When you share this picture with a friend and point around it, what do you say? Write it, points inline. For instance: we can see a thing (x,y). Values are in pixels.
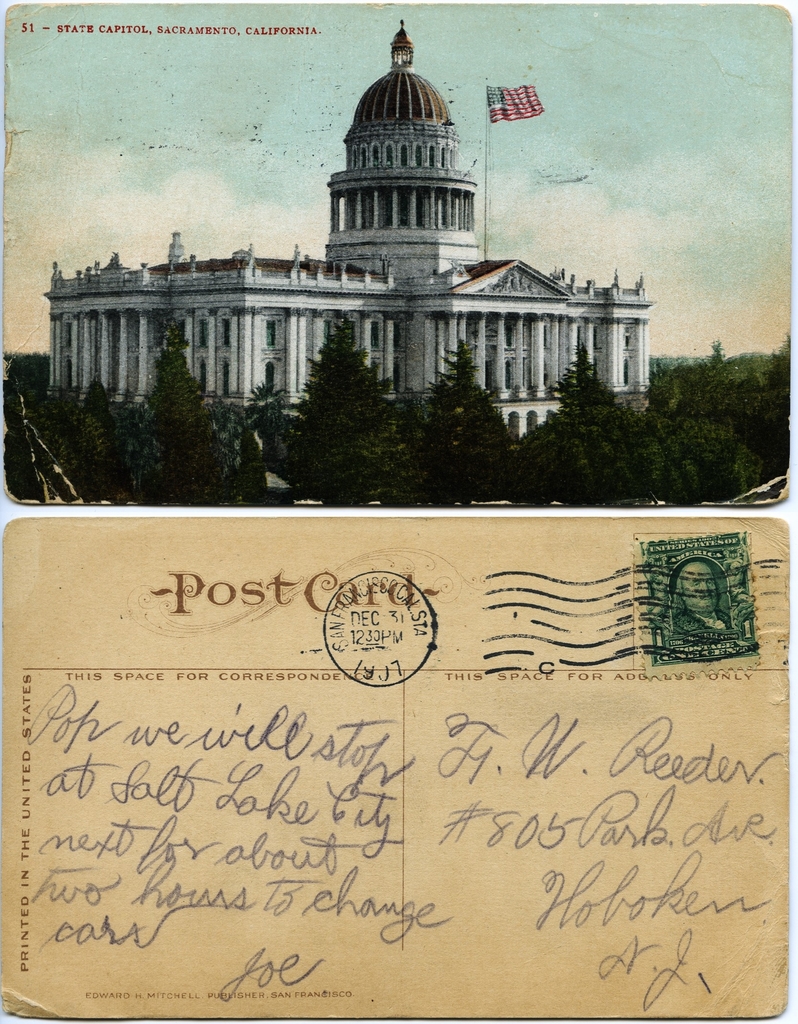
This is a collage picture, at the top of the image (416,276) we can see a building (293,282), trees (331,406), flag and the sky (606,203) and at the bottom of the image (402,751) we can see a postcard (386,713) with stamp (716,575) and text (395,641) on it.
